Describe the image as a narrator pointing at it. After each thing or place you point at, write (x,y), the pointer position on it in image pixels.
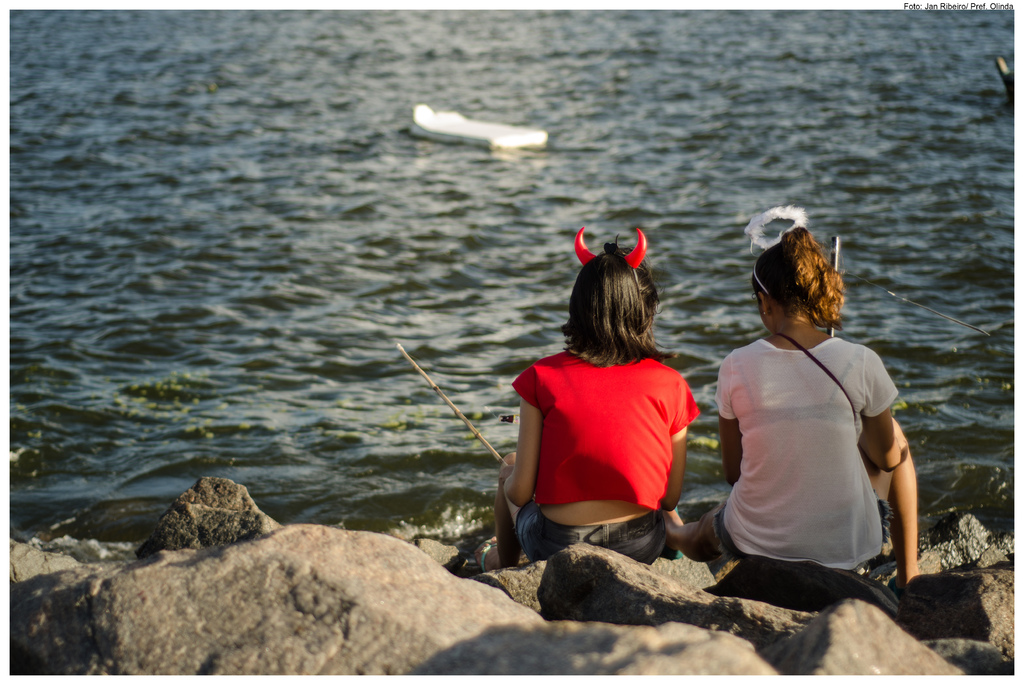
In the image we can see there are two people (779,433) sitting on the rocks (401,622) and in front of there is a river (669,184). They are wearing t-shirts (807,481).
